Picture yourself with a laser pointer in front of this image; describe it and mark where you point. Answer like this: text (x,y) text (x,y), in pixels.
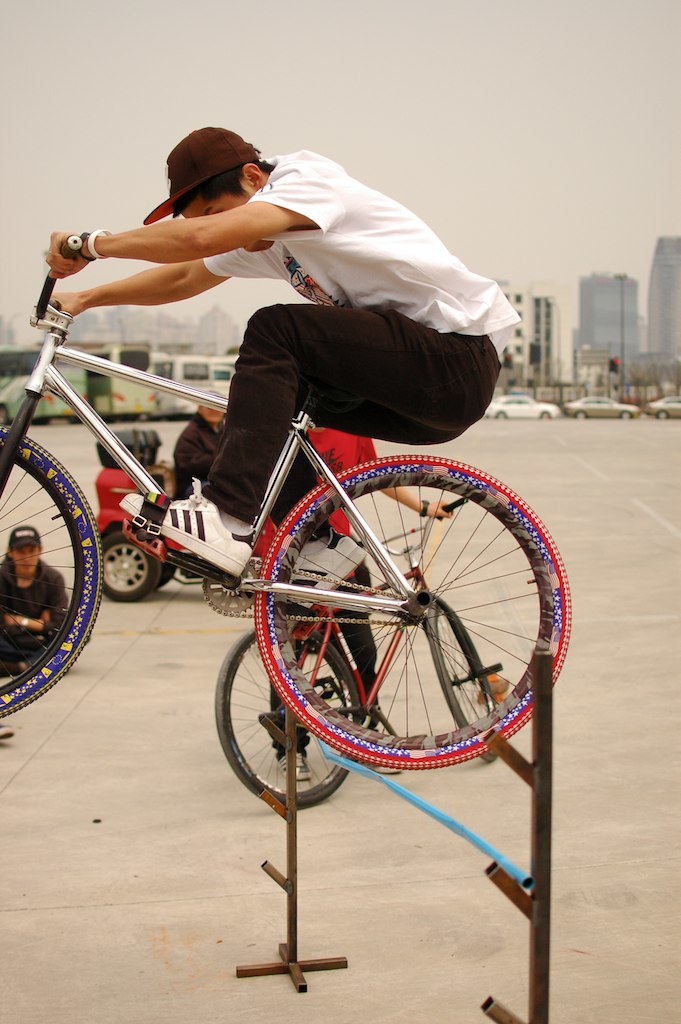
In this image we can see a person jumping on a bicycle (383,555) which is over the bar (494,853). On the backside (331,646) we can see a person (336,654) riding bicycle (344,646), a person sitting in a vehicle (109,561) and a person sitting on the ground (104,715). We can also see a group of cars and buses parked aside, a board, some buildings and the sky (489,142) which looks cloudy.
